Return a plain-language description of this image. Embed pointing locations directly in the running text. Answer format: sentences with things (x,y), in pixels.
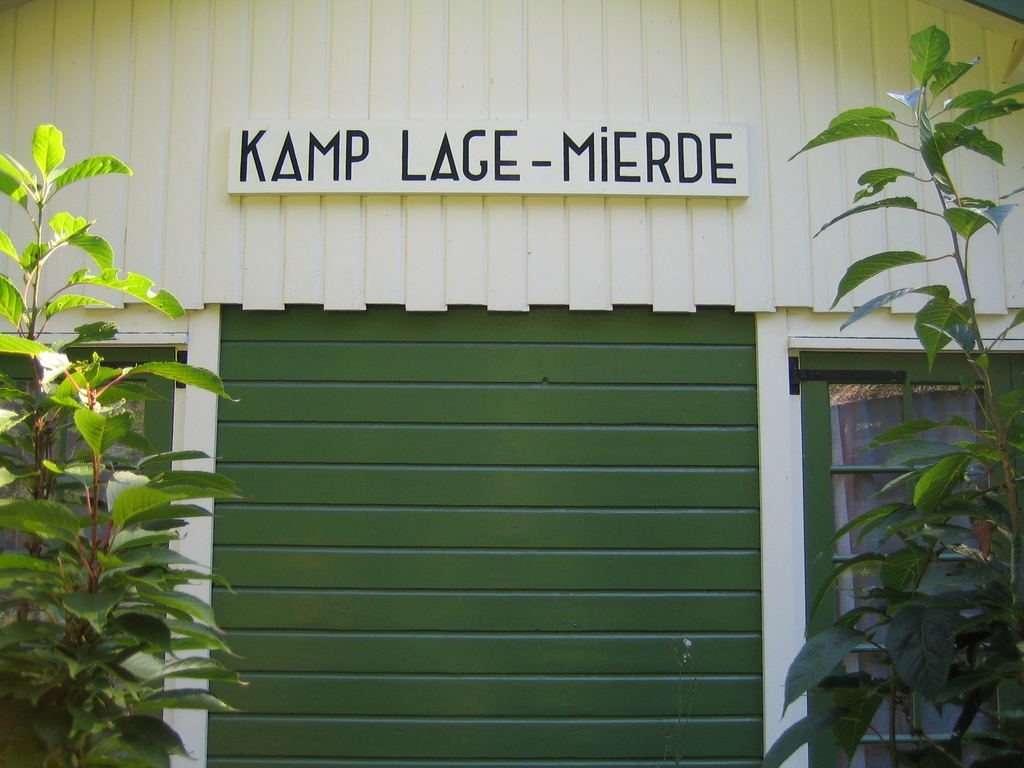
There is a compartment (317,409) and it has two windows (817,468) on the either side and in front of the compartment (441,541) there are two plants (888,573).
